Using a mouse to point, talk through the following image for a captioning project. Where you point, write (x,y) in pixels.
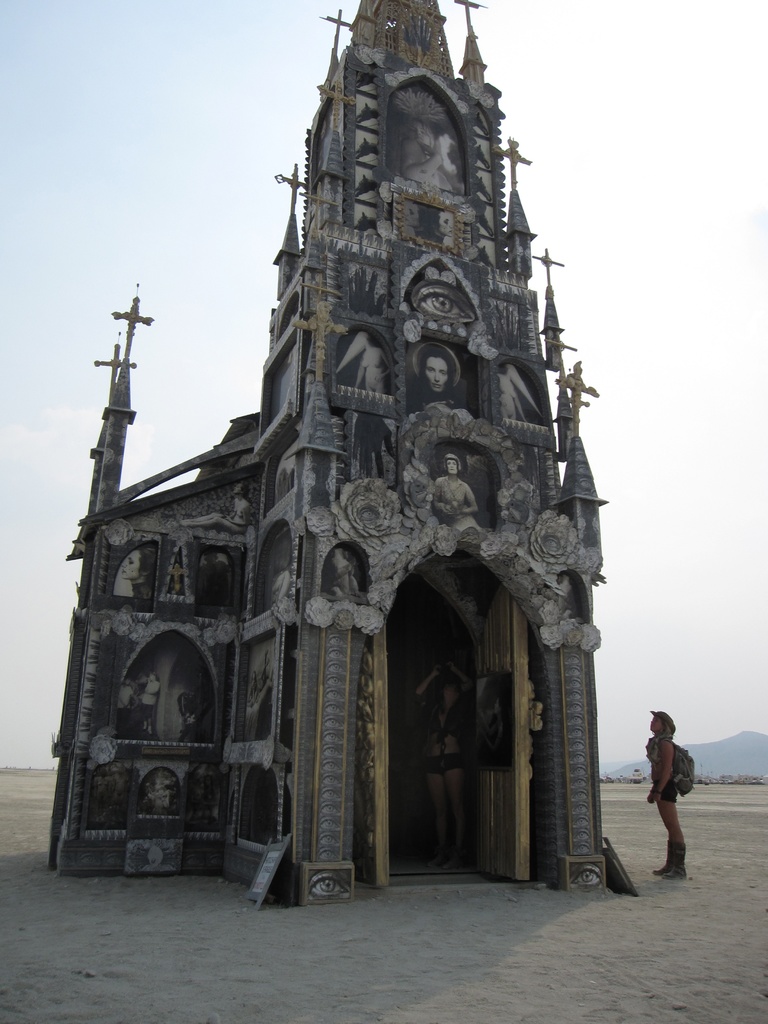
In this image in the center (311,468) there is a Parish (334,505) and there are persons (437,718) standing.
